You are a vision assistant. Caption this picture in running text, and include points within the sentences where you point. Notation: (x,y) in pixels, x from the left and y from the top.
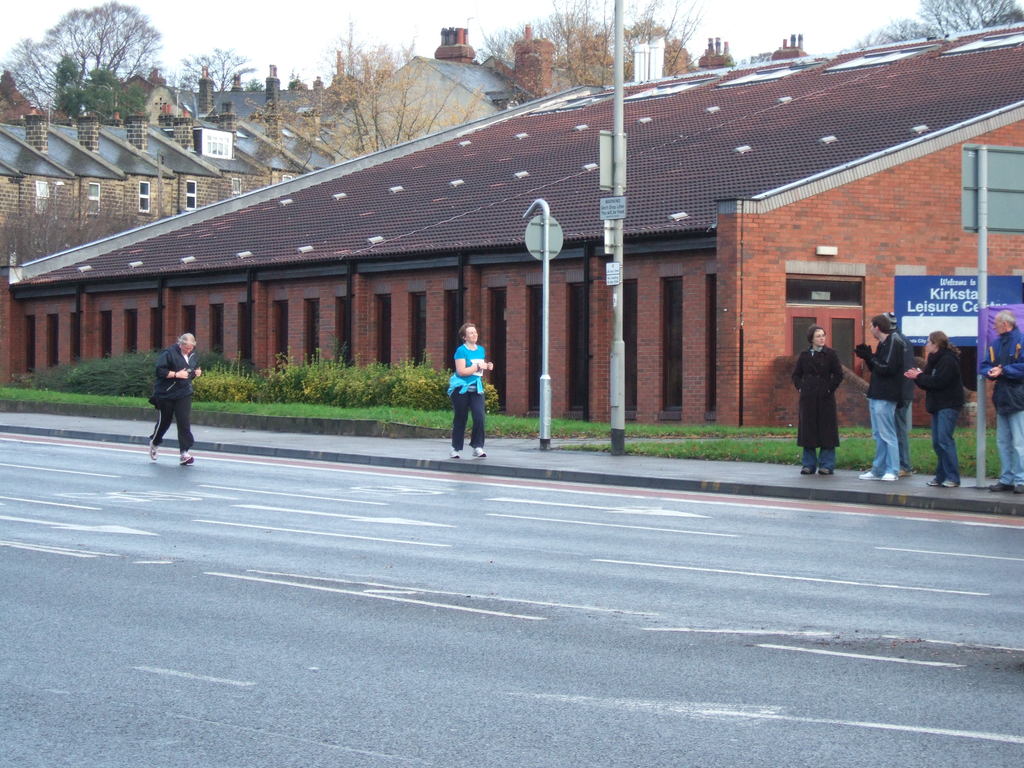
There are two people (183,420) running and a group of people (804,382) standing. These are the boards (965,180) attached to the poles (983,204). I can see the buildings (334,215) and the trees (401,99). These look like the bushes (244,360). I think this is the grass (369,408). Here is the road (344,616). This looks like a pathway (275,433).
